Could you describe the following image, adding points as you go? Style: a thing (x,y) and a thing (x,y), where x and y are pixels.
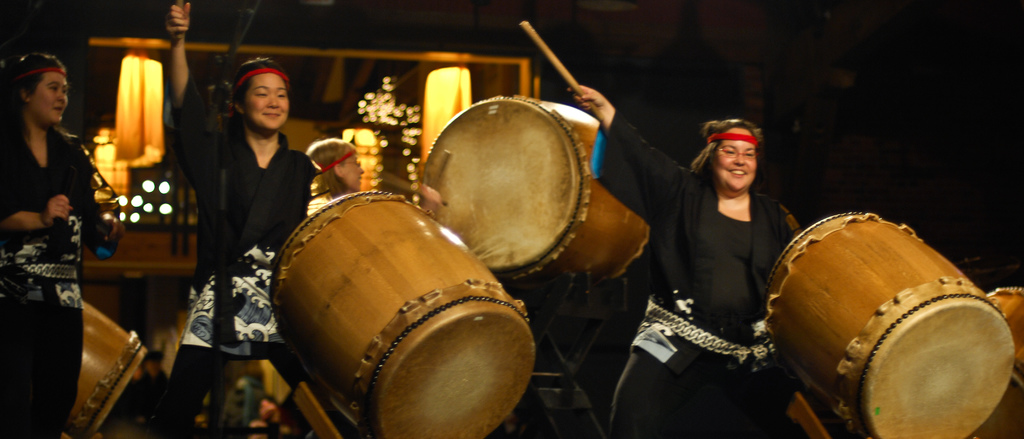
In the image we can see there are people (727,295) who are standing and they are wearing black colour dress (93,222) and they are holding sticks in their hand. At the back (446,105) there are lightings (443,86).
